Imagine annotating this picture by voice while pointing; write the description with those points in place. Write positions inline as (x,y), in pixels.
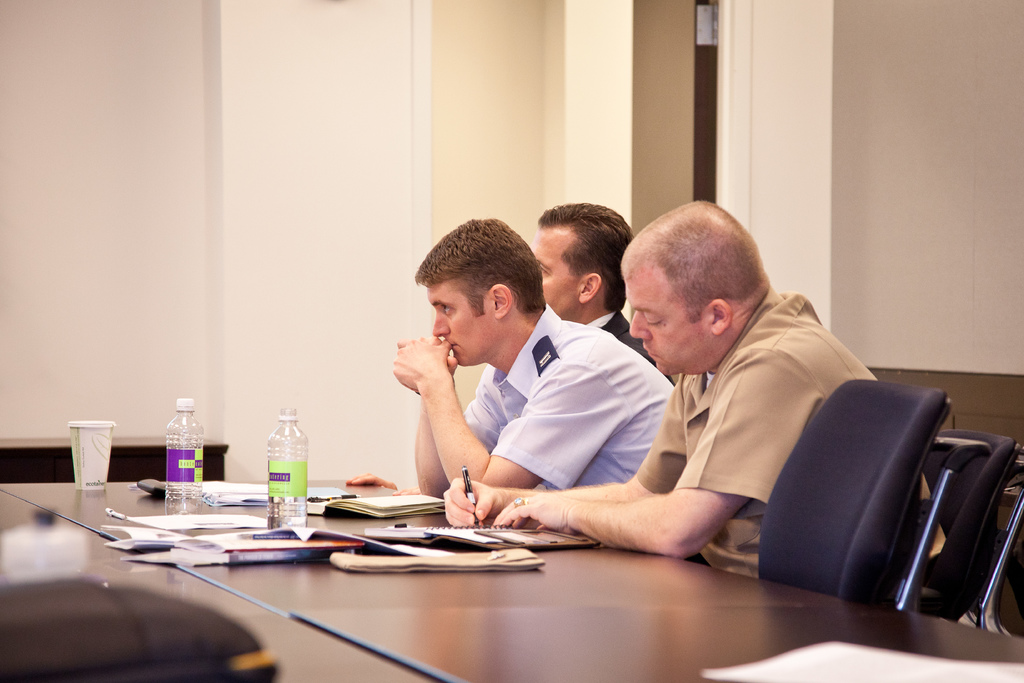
This image consist of three men (525,478) sitting in the chair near the table (472,613). In the front (441,644), there is a table (338,600) on which there are bottle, papers (297,536) and a glass (81,453). In the background (416,126), there is a wall (786,95) and door (709,143).
